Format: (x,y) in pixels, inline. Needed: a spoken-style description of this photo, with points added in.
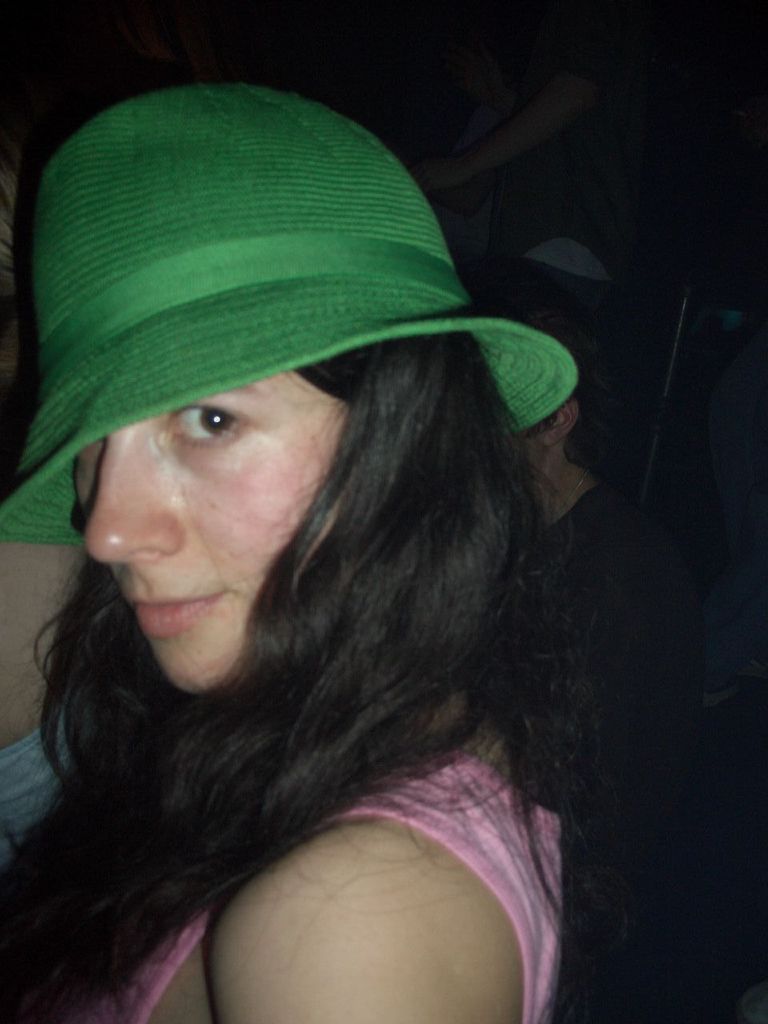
In the image in the center (341,536) we can see one woman (256,908) standing and she is wearing green color hat (227,325). In the background (596,746) we can see two persons (703,599) were standing.
